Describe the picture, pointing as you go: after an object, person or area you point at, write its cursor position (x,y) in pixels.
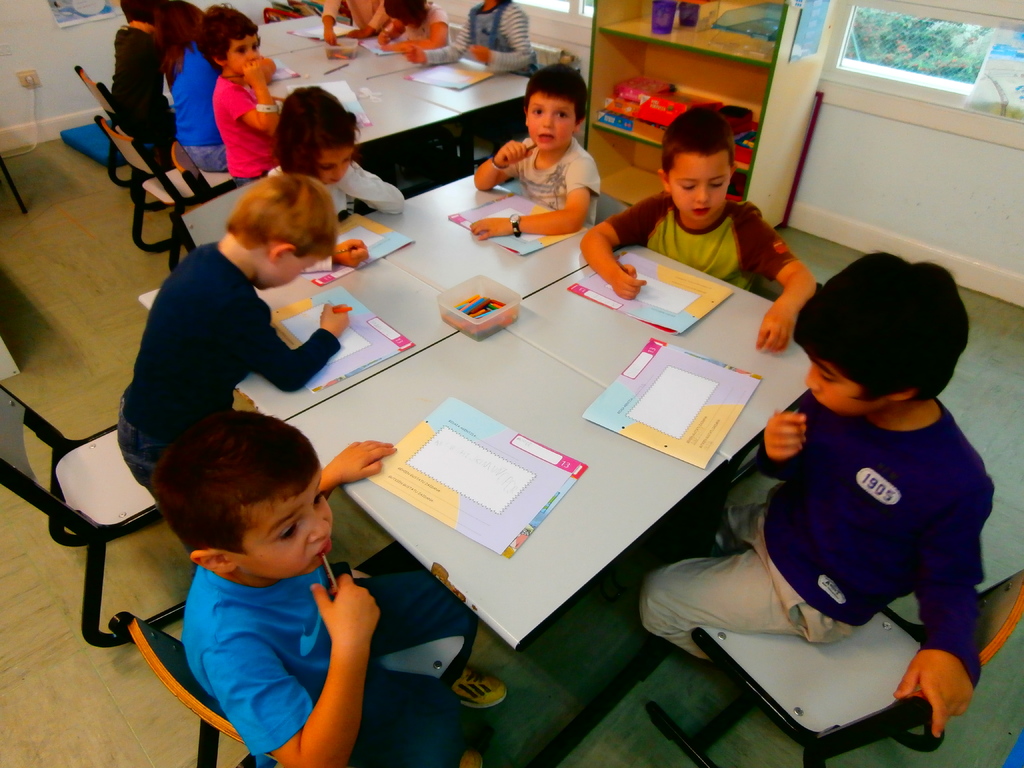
As we can see in the image there are few people (270,483) sitting on chairs (89,528) and there is a table (677,471) over here. On table (573,447) there are few books (480,477).
